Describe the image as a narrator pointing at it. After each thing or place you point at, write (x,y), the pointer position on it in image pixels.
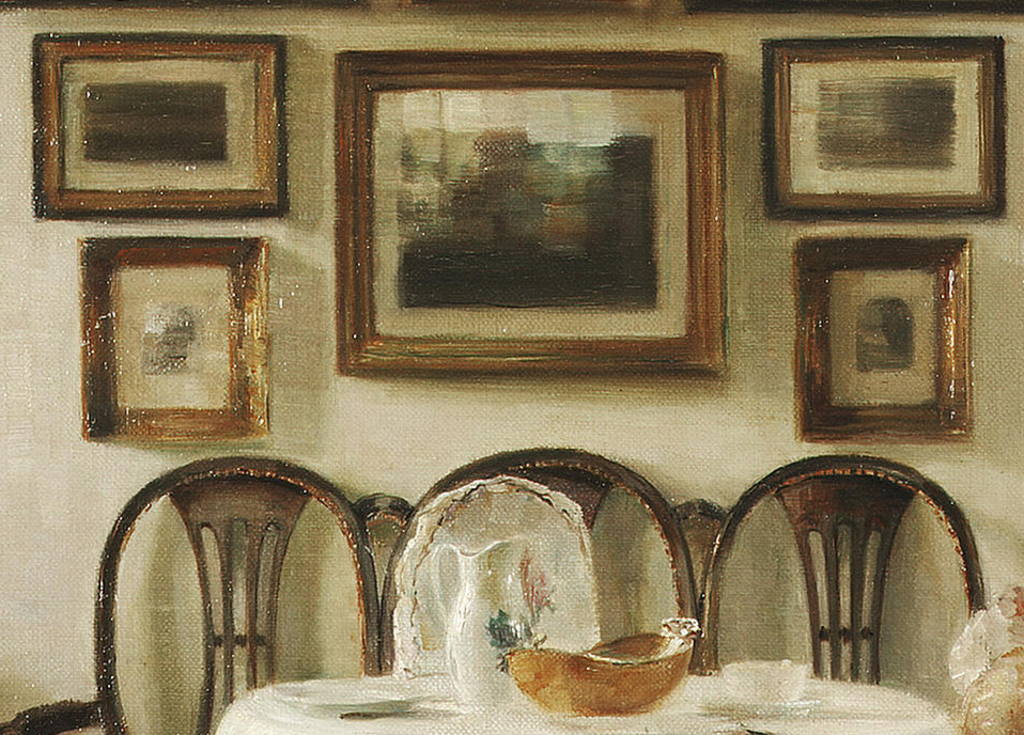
In this picture I can see some chairs (377,596), table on which there are some bowls (555,680), mug (496,606) are placed, behind I can see some frames (519,236) to the wall (297,666).
